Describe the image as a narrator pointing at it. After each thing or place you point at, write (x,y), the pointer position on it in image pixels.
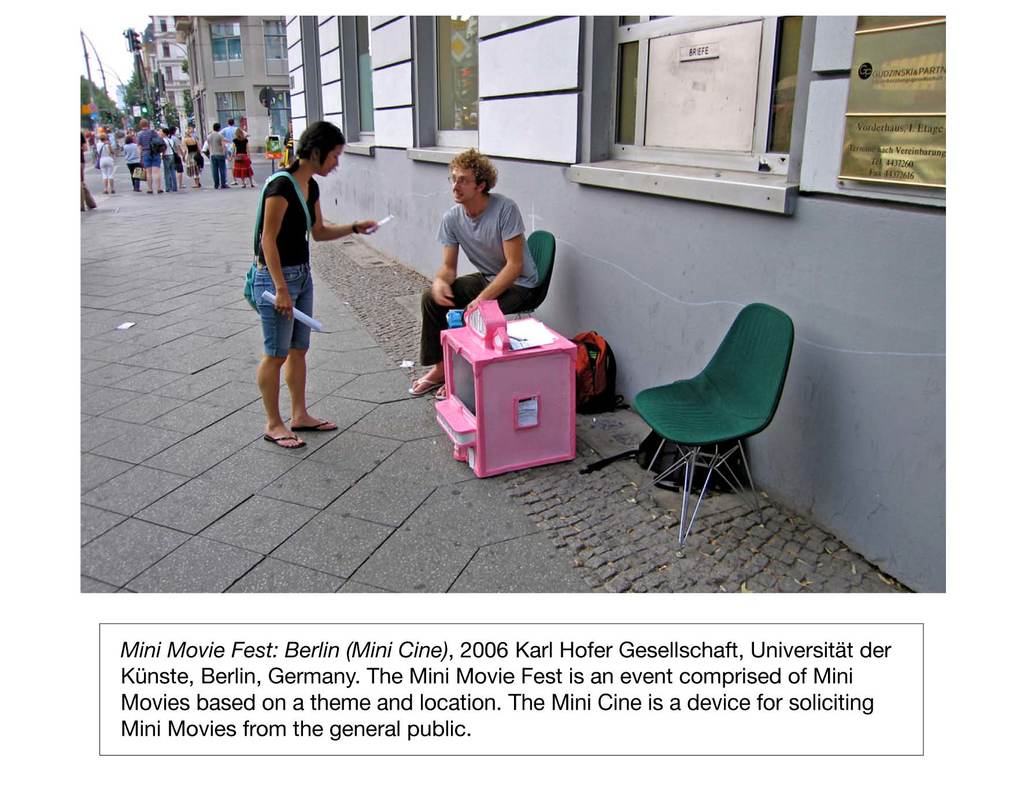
In this image, There is a road (178,302) which is in gray color, In the middle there is a woman (263,285) standing and holding a paper (303,317) and in the right side (732,410) there is a pink color table (531,391) and there is a green color chair (699,397), There is a man (531,299) sitting on the chair (543,256), In the right side (732,271) there is a wall (944,305) which is in gray color and there are some window (747,135) which are in gray and yellow color, In the background (168,151) there are some people (165,147) standing.
